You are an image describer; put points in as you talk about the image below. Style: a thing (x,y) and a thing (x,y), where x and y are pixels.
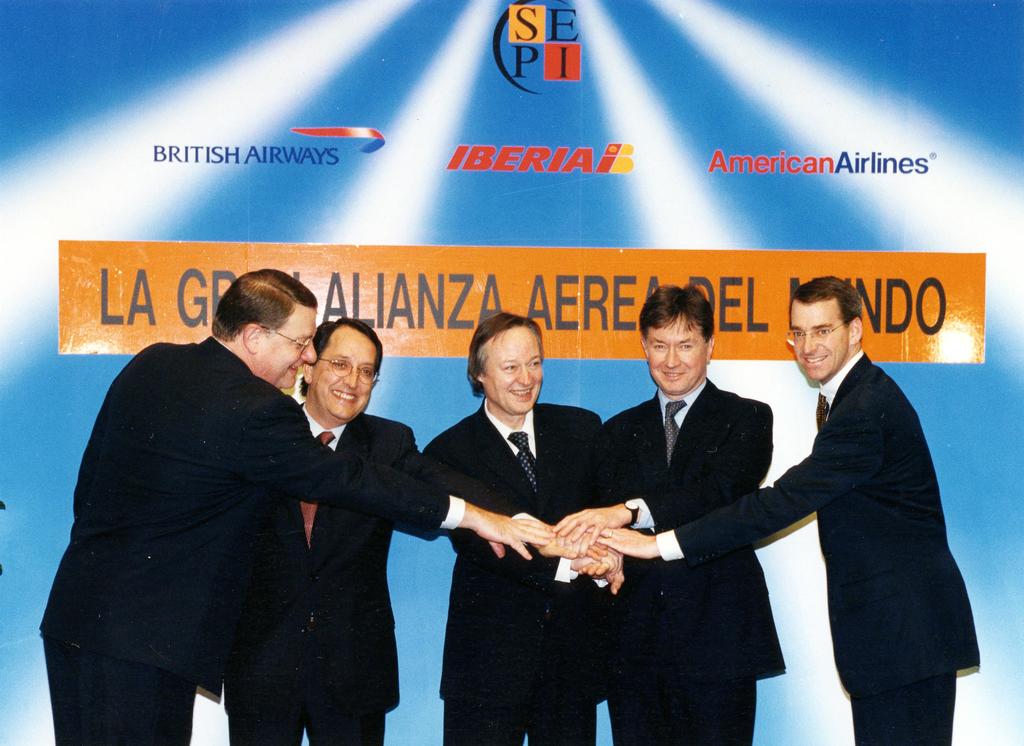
In the background (605,243) we can see a hoarding (727,259). Here we can see few men (801,465) standing. Among them three are wearing spectacles (301,341) and all are smiling.
